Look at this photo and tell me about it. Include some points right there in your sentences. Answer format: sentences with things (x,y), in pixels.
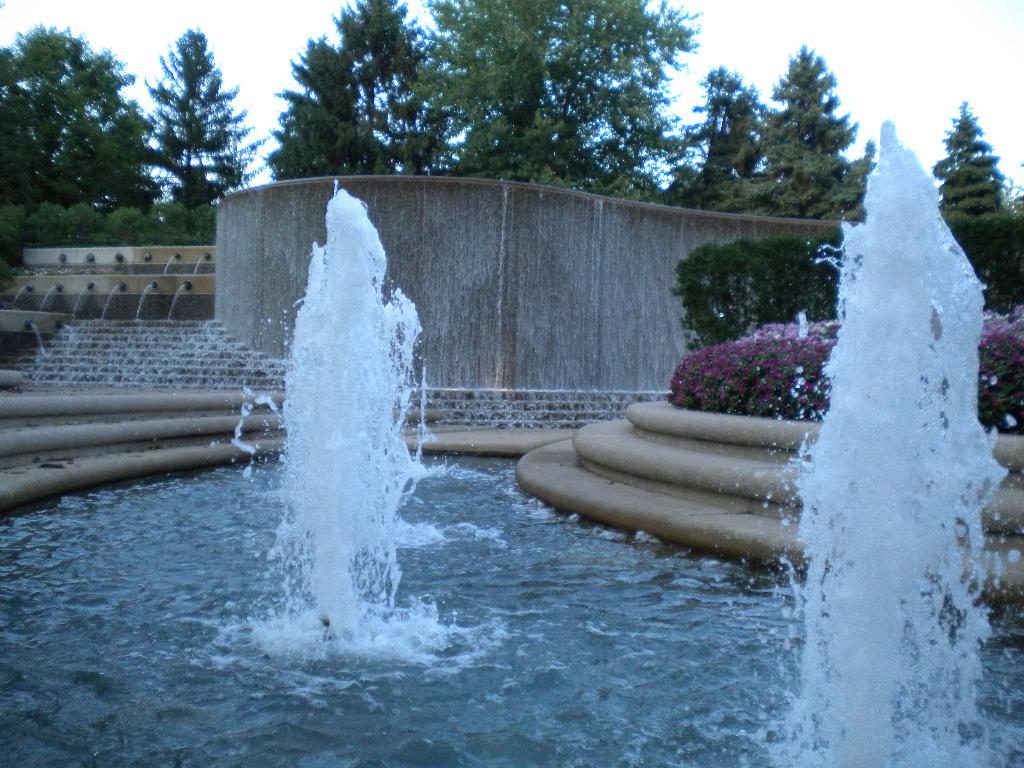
At the bottom of the image (452,595) there is water (424,568) with a fountains (877,570). Behind the fountains (941,327) at the right side (698,375) there are steps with a plants (786,357) and violet flowers (787,368). In the background (36,356) there are few steps (129,377) with water (227,324) flowing and also there is a wall (482,229) with water (292,236) flowing. Behind the wall (415,236) there are trees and also in the background (734,23) there is a sky (766,23).
